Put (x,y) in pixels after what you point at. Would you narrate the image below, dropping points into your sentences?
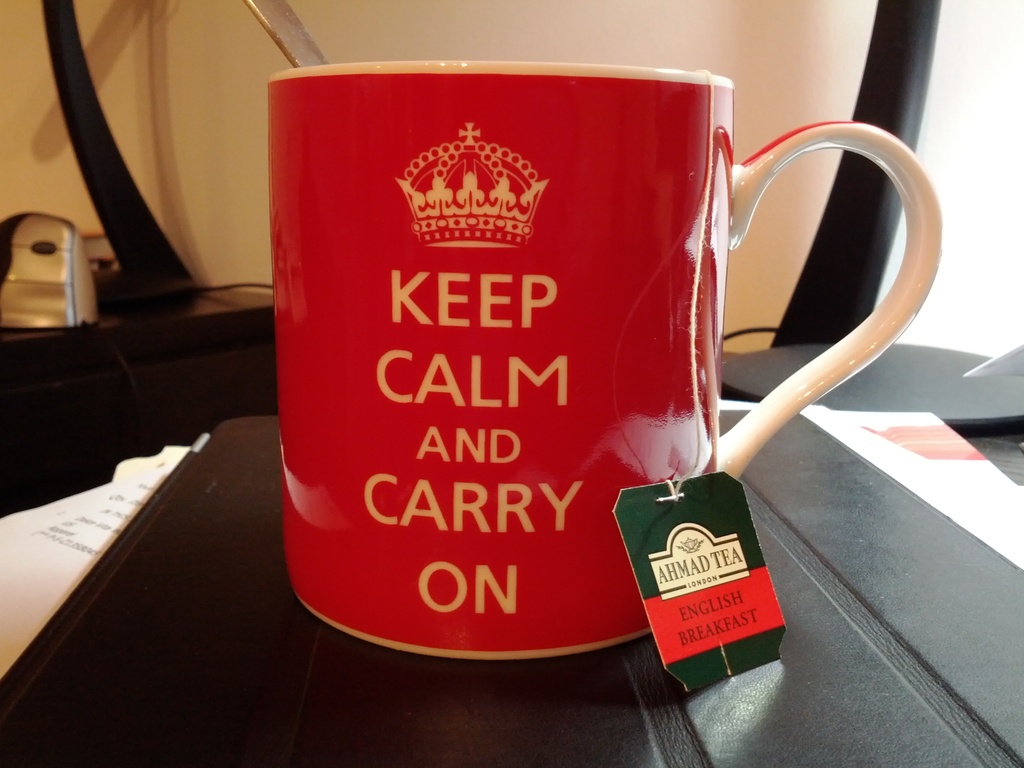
In this image we can see a cup (472,251) with a tag (727,593). In the background of the image (151,62) there is a wall (239,100), wires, black color objects (118,293) and other objects (79,287). At the bottom of the image (858,682) there is an object (282,659) and papers (34,511).
